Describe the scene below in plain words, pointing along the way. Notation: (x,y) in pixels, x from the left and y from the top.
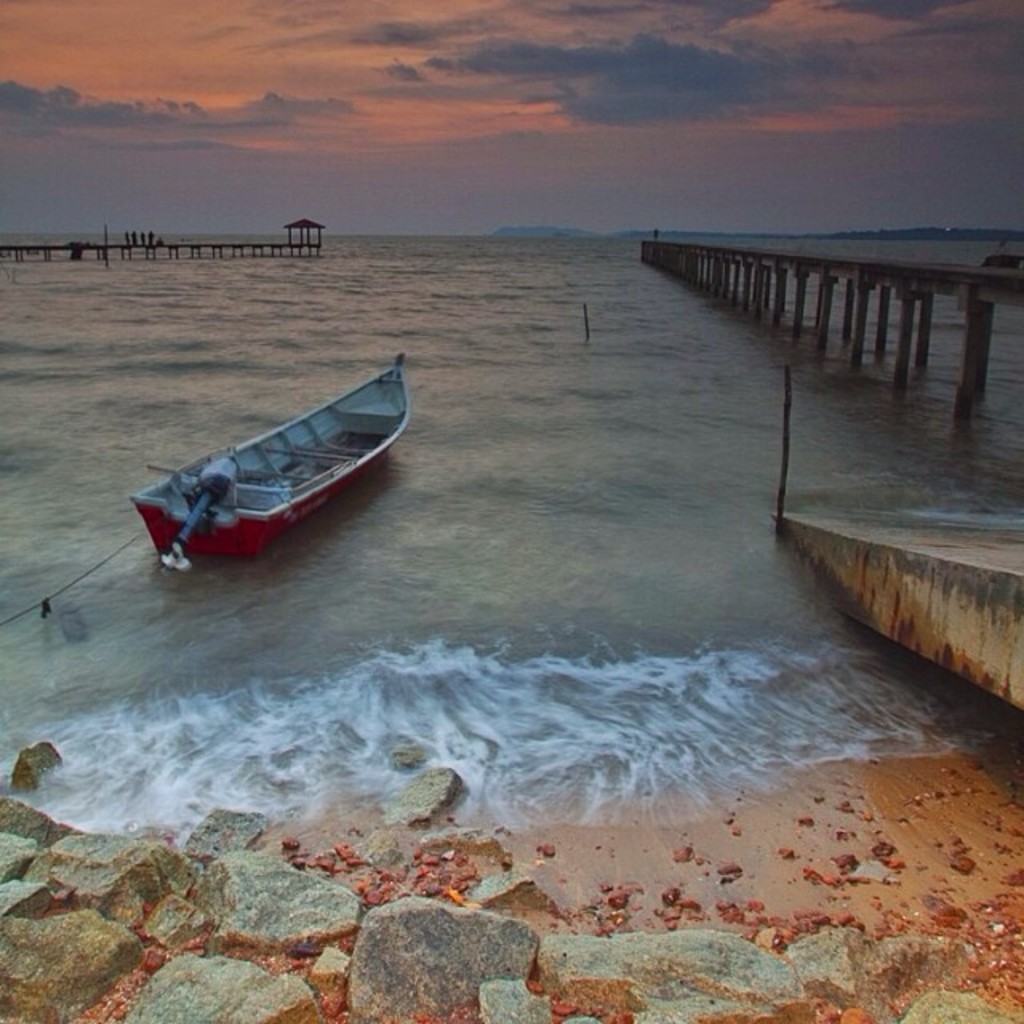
In this image we can see a boat (275,534) on the water (334,583) and there are some rocks (807,926) at the bottom of the image (71,882) and we can see two bridges (762,287) over the water (842,295) and at the top (869,199) we can see the sky (466,90) with clouds (710,38).
